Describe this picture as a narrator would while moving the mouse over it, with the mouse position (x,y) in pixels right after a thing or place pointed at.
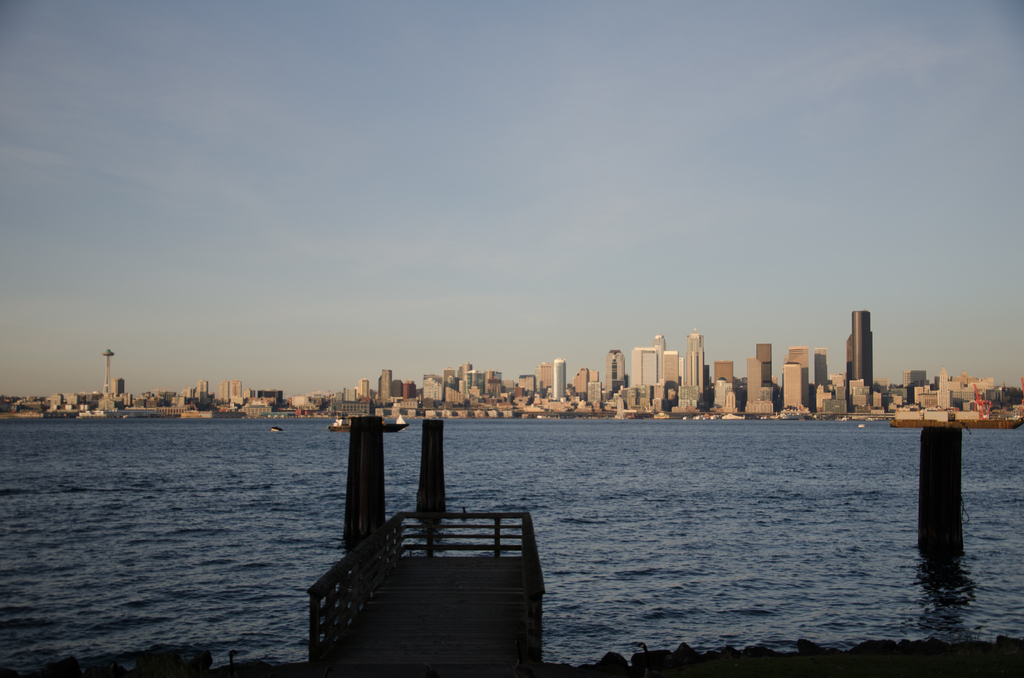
In this image there is a bridge (448,545) in the water (509,530). In the middle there is a boat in the water (197,460). In the background (545,374) there are so many tall buildings (667,375) one beside the other. At the top (574,109) there is the sky (573,112).
